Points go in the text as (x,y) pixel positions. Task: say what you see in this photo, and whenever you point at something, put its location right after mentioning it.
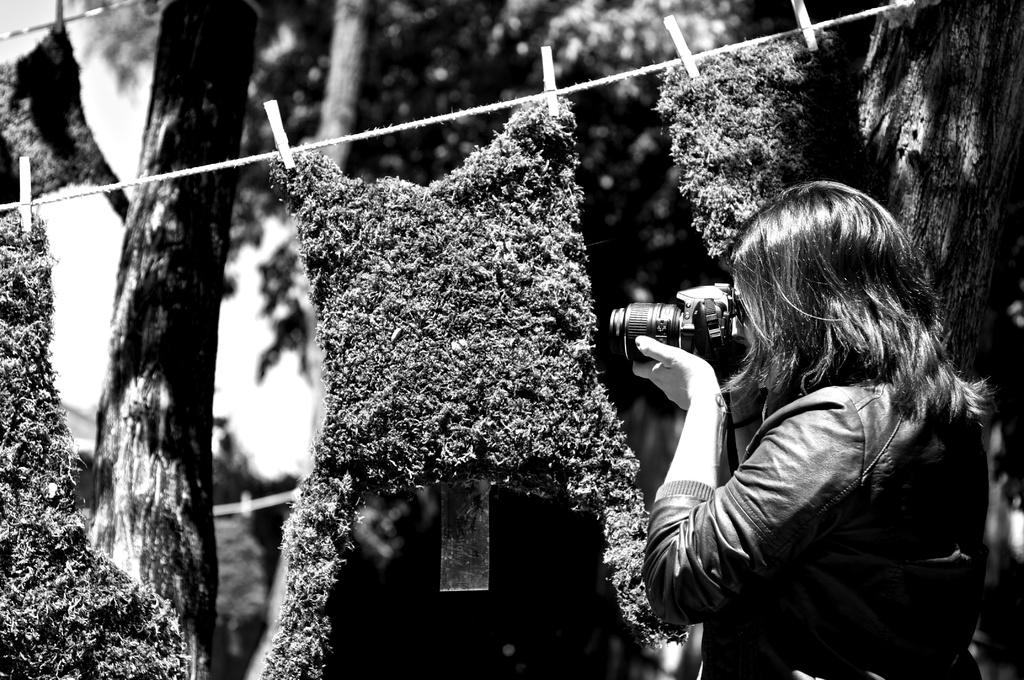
In this image we can see a black and white image. In this image there is a person (774,372), camera (718,320), rope (539,98) and other objects (337,395). In the background of the image (356,29) there are trees (449,135) and the sky (239,437).
